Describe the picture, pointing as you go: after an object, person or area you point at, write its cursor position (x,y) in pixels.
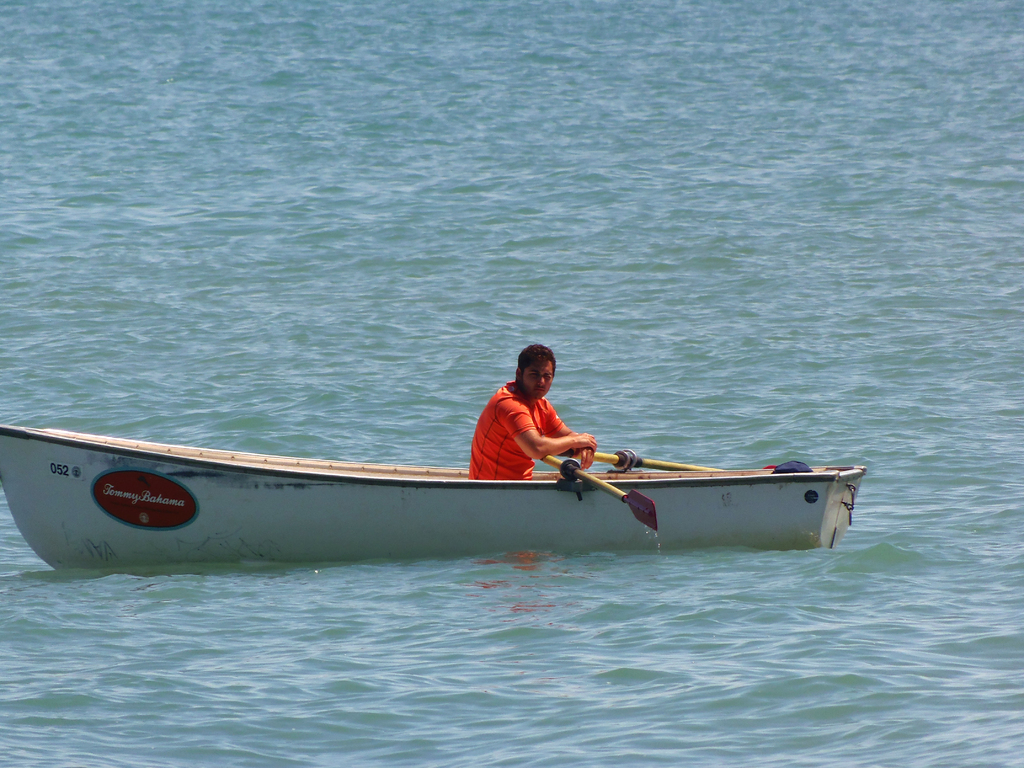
In this image I can see the person (516,473) sitting on the boat (445,516). The boat (425,509) is in white color and the person (479,468) is wearing an orange color dress (512,423) and holding the paddles (634,494). The boat (620,514) is on the water (437,608).
